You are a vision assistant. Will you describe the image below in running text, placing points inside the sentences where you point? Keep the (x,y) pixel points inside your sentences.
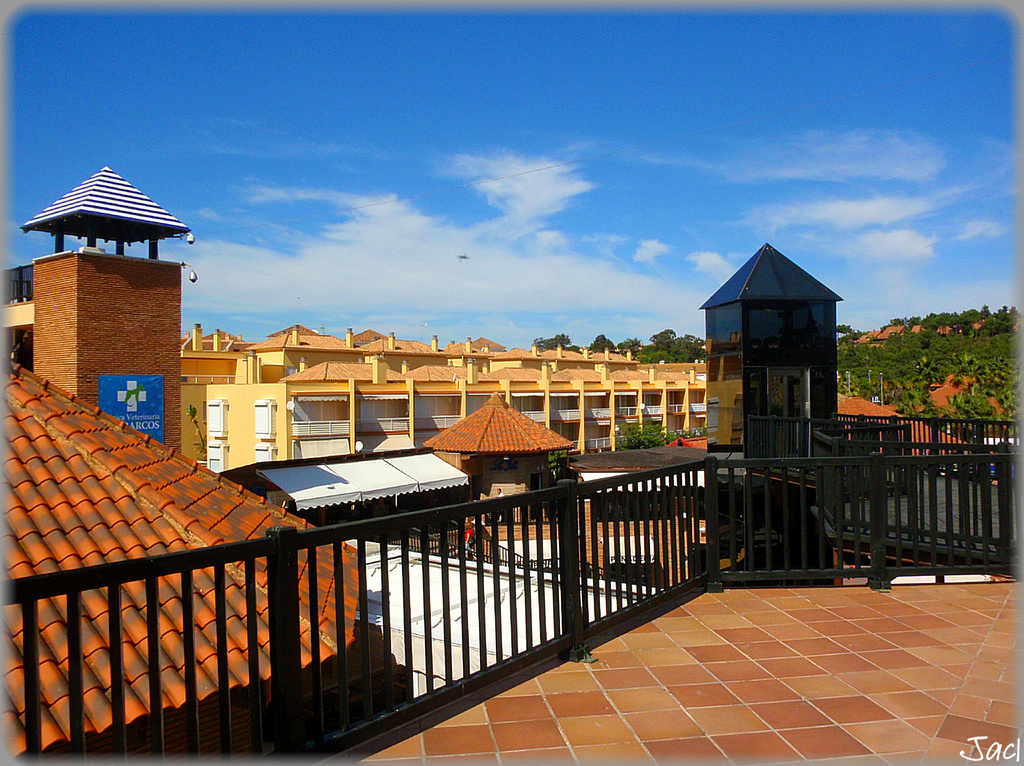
In the foreground (542,580) I can see a terrace (720,671), fence (577,651), buildings (514,472), trees (878,382) and mountains (919,379). On the top (410,159) I can see the sky (427,189). This image is taken during a day.
